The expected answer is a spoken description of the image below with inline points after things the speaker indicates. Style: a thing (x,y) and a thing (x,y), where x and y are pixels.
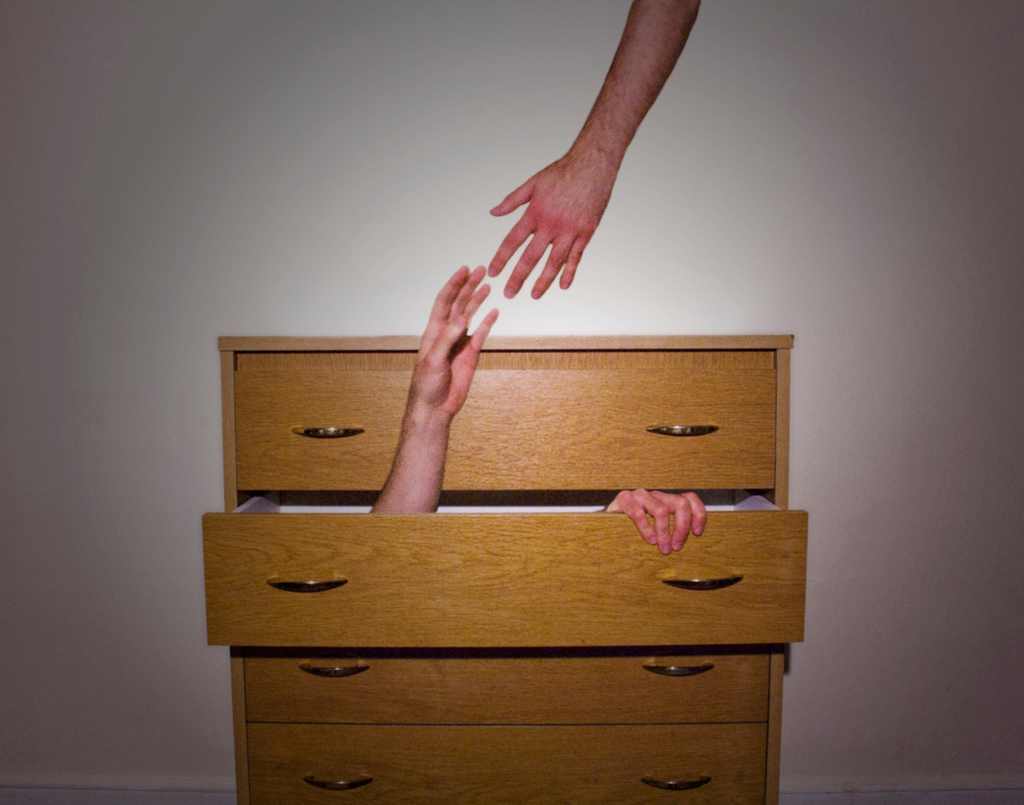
At the bottom of this image (603,639), there is a wooden chest of drawers (603,639). In one of the drawers (470,503), there are two hands (626,508). One of these hands (429,476) is stretched up. At the top of this image (624,93), there is a hand (569,212) of a person (601,157) is stretched down. And the background of this image (1004,386) is white in color.
